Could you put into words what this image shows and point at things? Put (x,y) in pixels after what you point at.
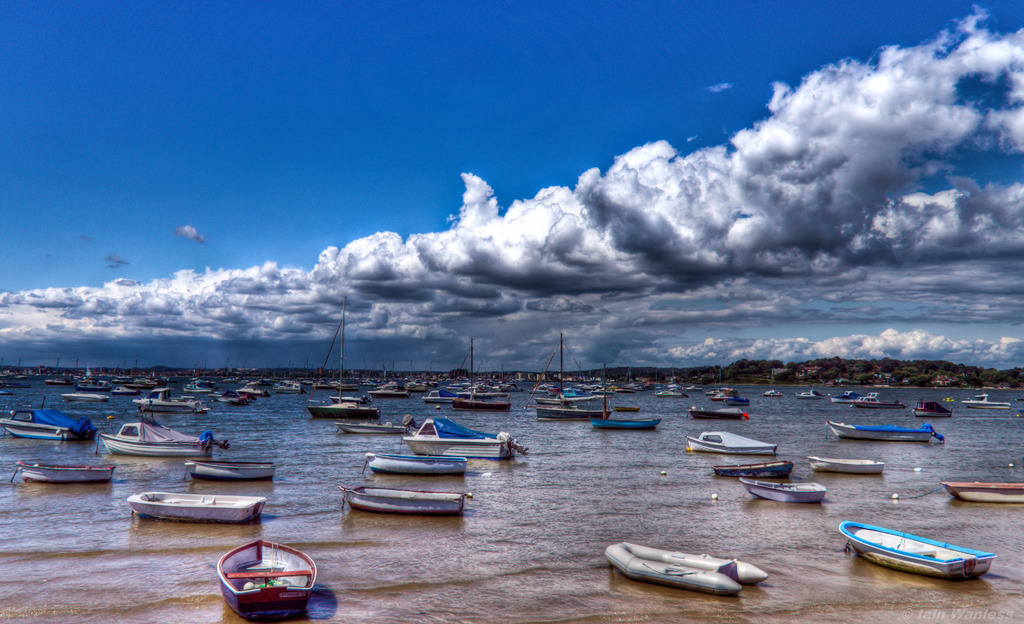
In this picture we can see there are lots of boats (131,380) on the water (267,425). Behind the boats (184,453) there are trees (726,368) and the cloudy sky (555,365). On the image there is a watermark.
